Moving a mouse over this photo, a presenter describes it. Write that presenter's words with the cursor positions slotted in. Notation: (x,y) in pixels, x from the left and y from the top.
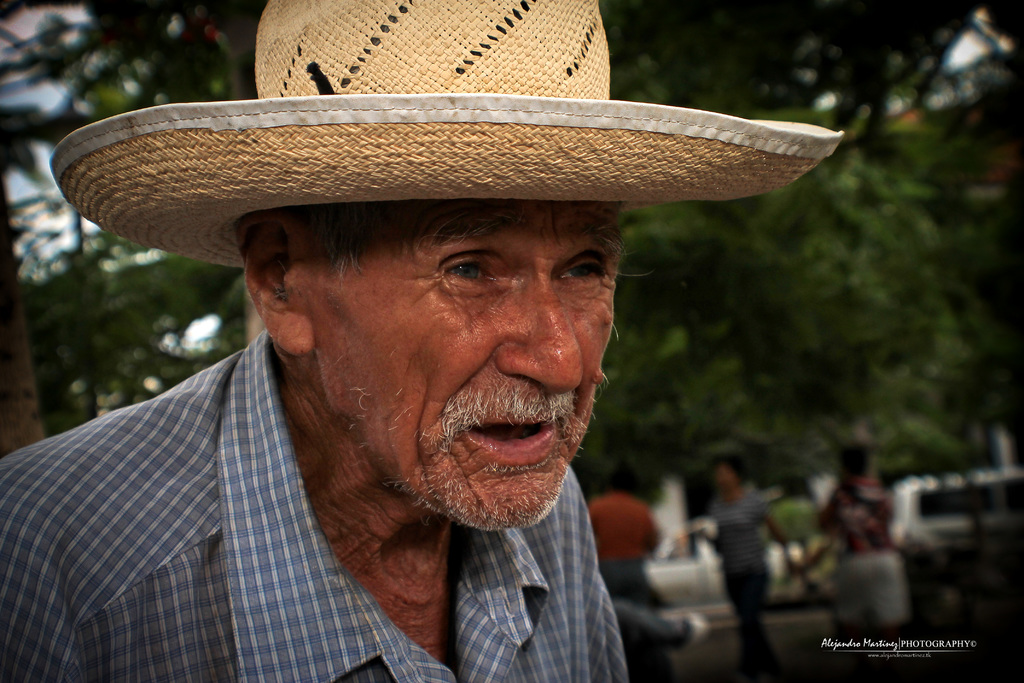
In the foreground of the picture (277,402) there is an old man (435,377) wearing a hat (439,165). The background (796,560) is blurred. In the background (787,546) there are people (836,521), cars (682,589) and trees (84,265).
